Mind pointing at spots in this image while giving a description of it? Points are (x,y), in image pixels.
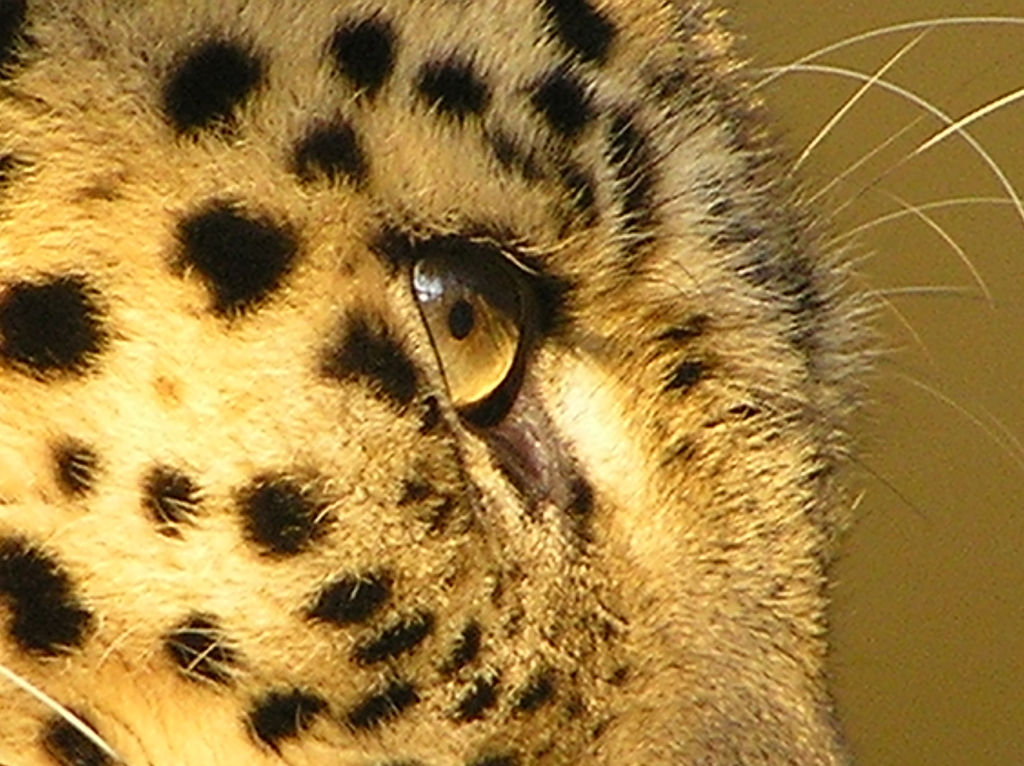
In this picture there is a leopard's eye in the center of the image (511,395).
